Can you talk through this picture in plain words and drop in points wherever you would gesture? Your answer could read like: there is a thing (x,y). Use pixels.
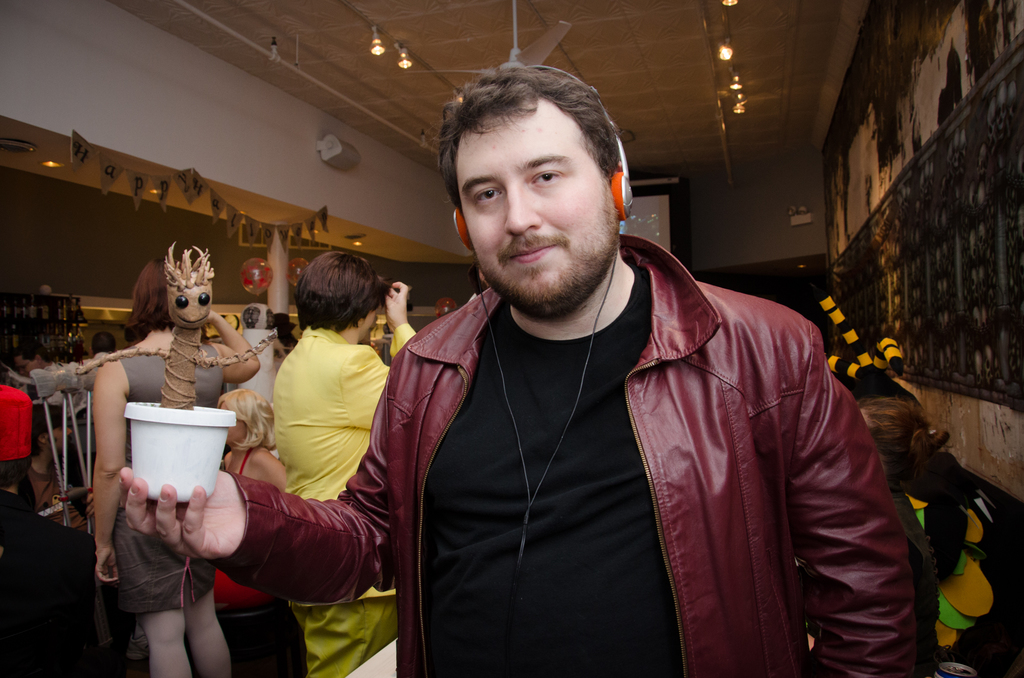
In this image I can see the group of people (303,416) with different color dresses (288,464). I can see one person (420,409) is wearing the headset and holding the toy (176,428) which is in white and brown color. In the background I can see the screen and there are lights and fan (561,26) in the top (377,35).
